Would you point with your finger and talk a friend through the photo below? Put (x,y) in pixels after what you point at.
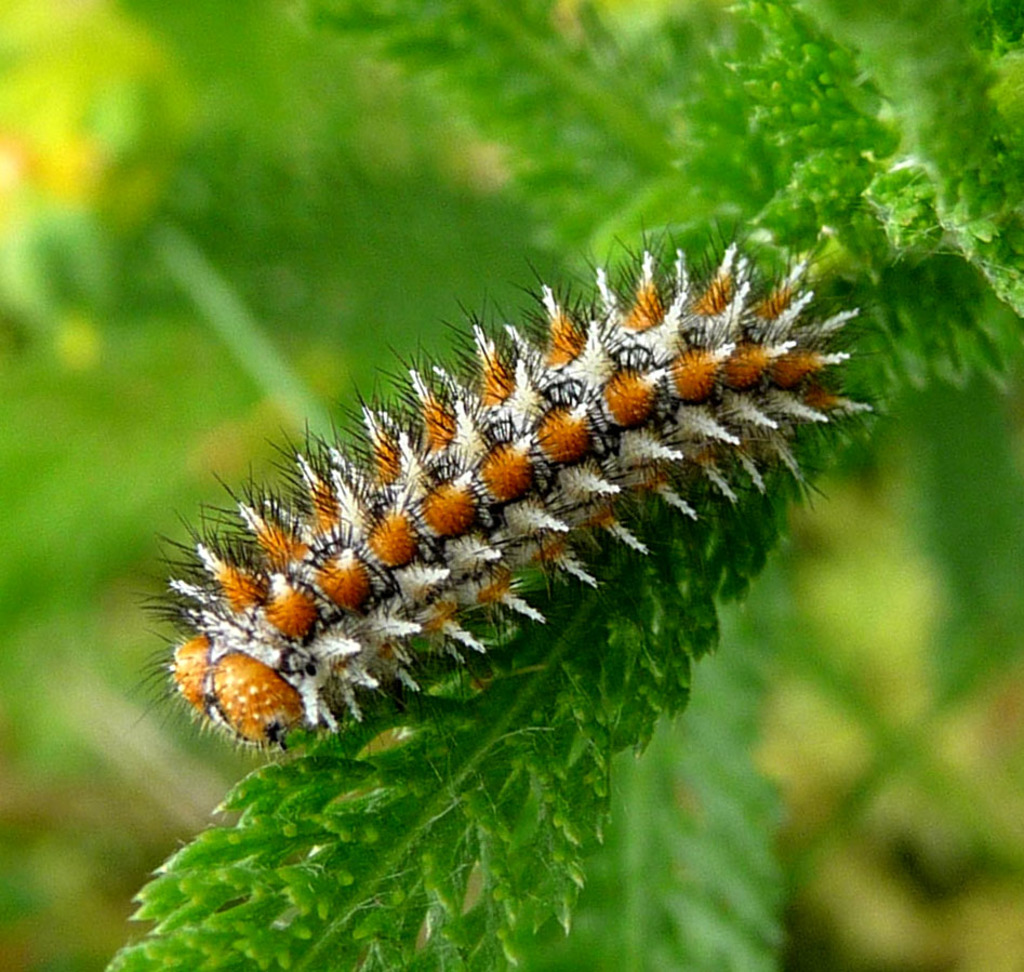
In this image we can see an insect (794,387) on the plant (854,385) and in the background (394,181) the image is blurred.
